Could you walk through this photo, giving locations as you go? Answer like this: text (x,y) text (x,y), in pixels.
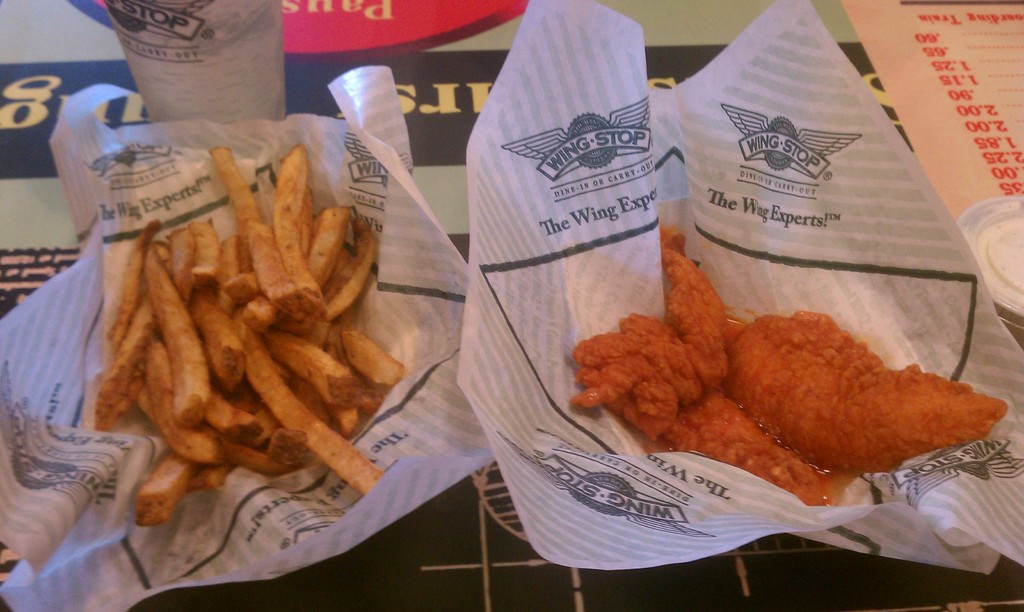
In the picture I can see some eatables items (296,416) are placed in a packet (442,345).
